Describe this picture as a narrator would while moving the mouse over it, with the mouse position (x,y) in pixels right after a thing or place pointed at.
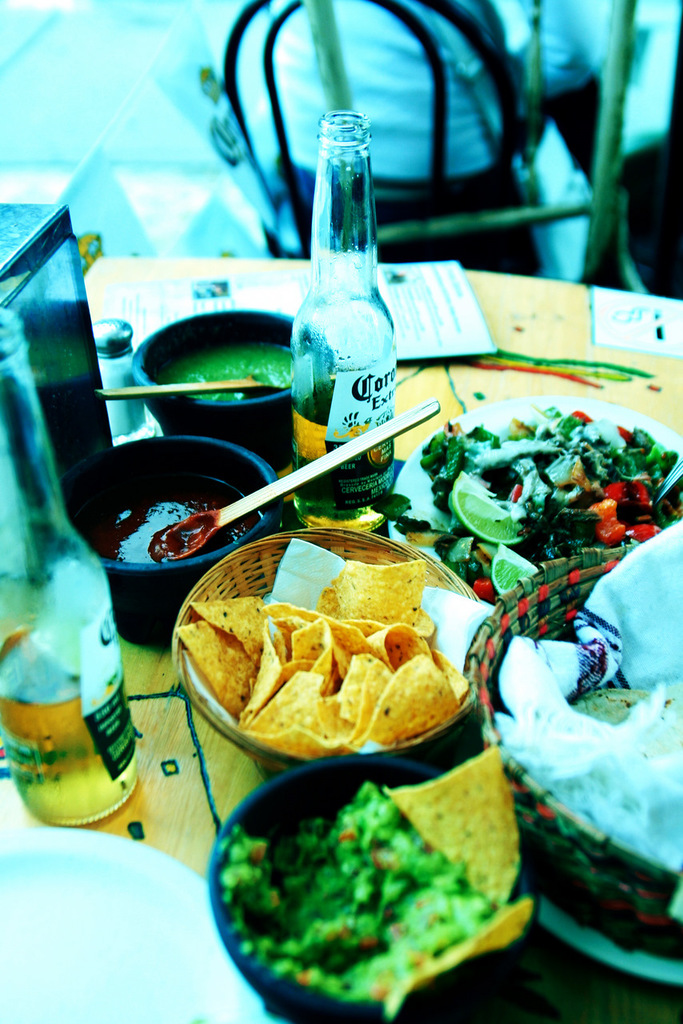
This is the picture of a table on which some bowls (157,618) and bottles (61,757) are placed.
